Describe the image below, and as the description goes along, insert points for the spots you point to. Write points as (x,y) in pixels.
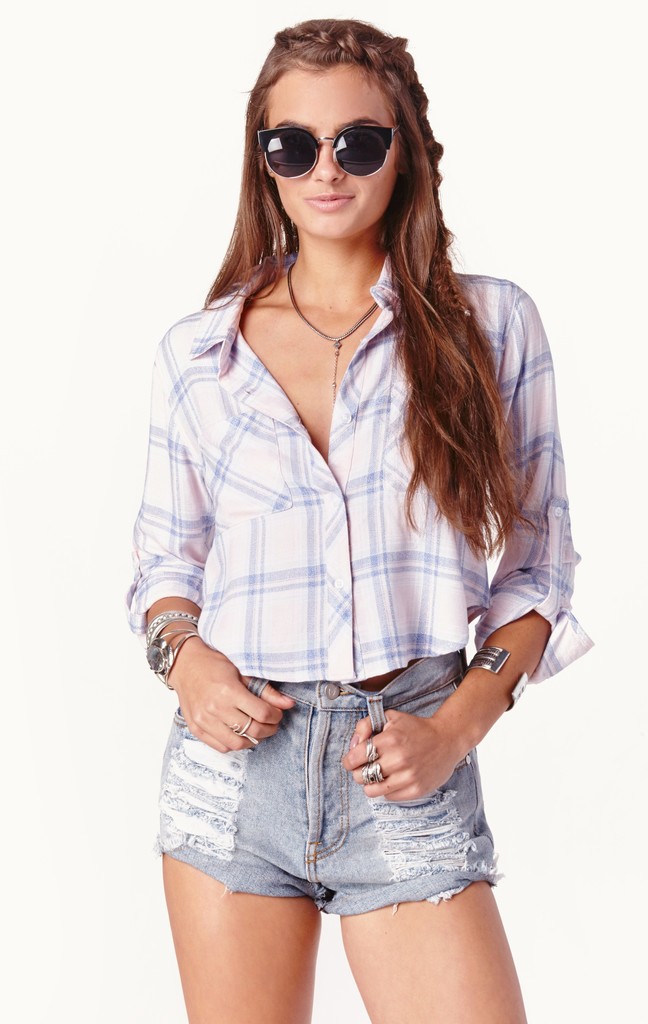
In this picture we can see a woman (384,489) standing, she is wearing spectacles (308,156). The background (107,989) is white.
